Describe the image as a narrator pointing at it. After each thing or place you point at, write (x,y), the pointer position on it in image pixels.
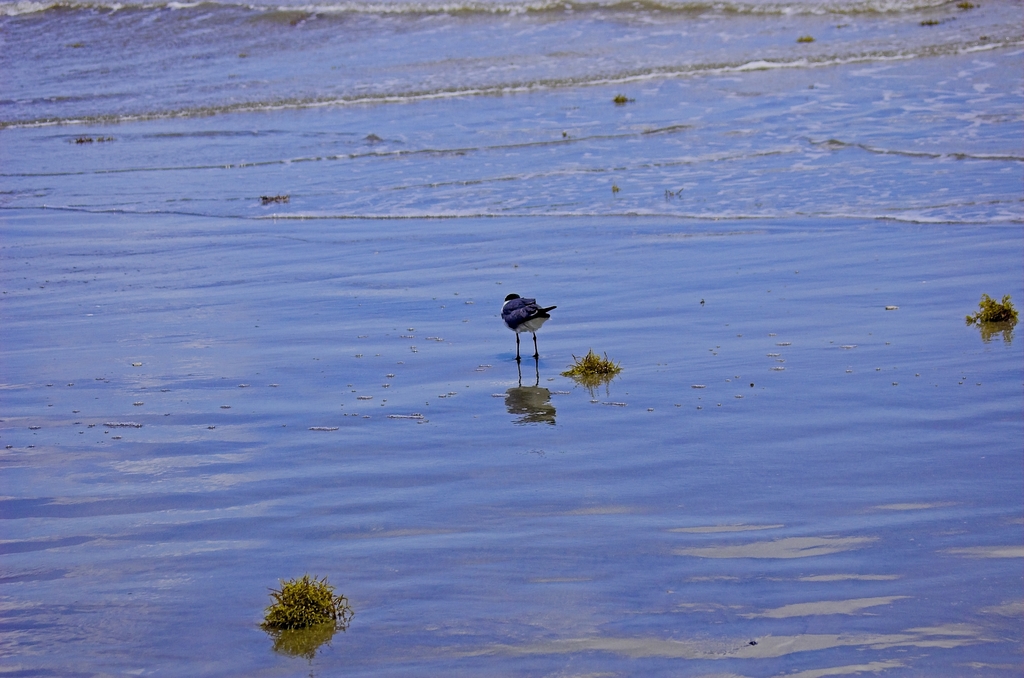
At the bottom of the image (384,545) there is water (677,286), in the water (576,338) there is a bird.
